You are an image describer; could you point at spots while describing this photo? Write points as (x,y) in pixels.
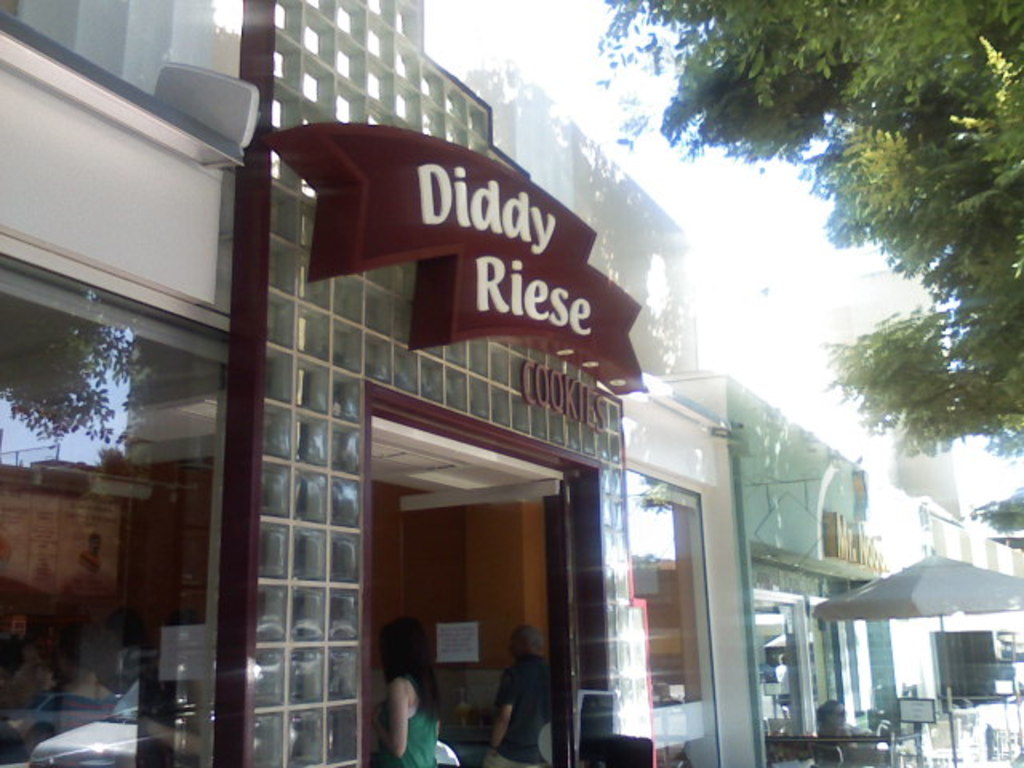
In this picture we can see an umbrella (1022,584), trees (907,394), buildings (90,253), table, wall (461,616) with a poster (452,632) on it and some people (433,721).
